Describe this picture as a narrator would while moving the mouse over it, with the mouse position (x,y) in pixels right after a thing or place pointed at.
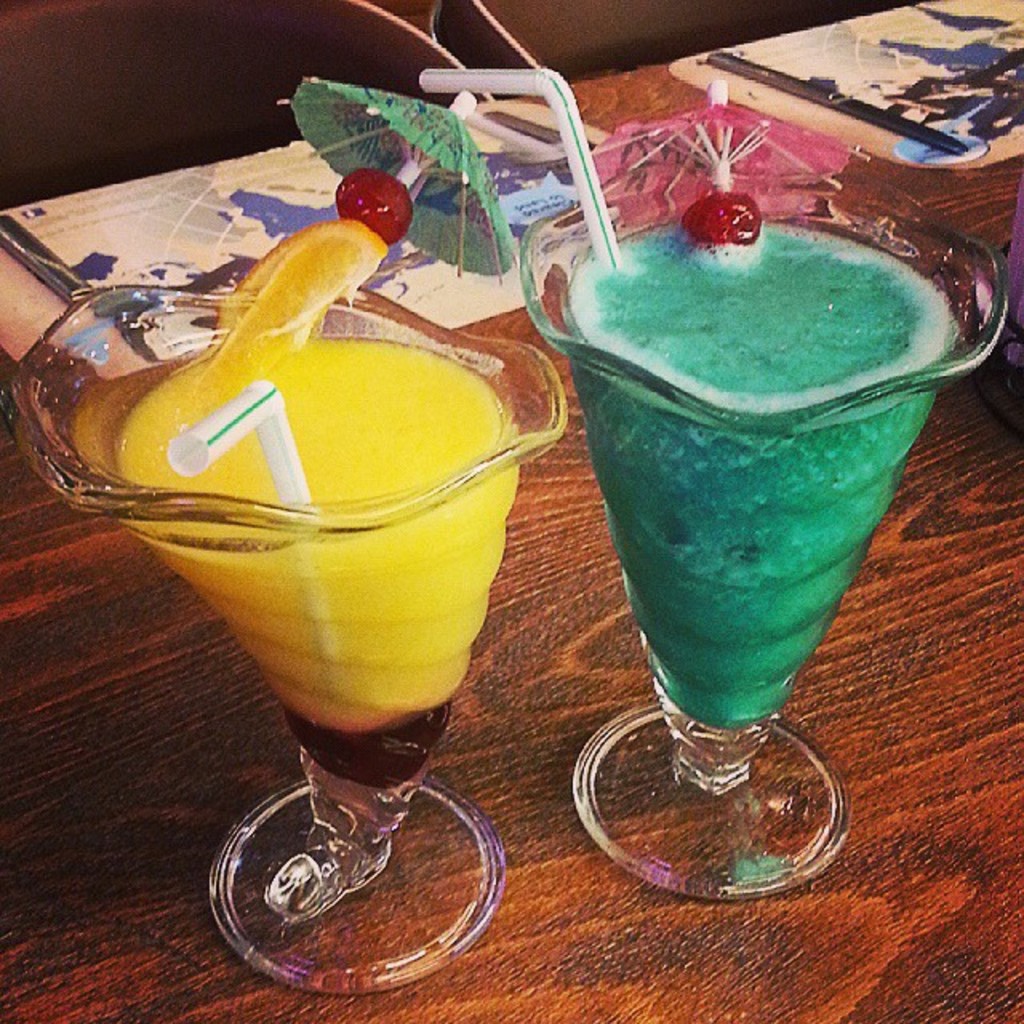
In this picture I can observe two glasses (659,473) with some drink (379,475) in it. There are white color straws (195,442) in these glasses (405,725). These glasses (433,697) are placed on the table (140,776).
